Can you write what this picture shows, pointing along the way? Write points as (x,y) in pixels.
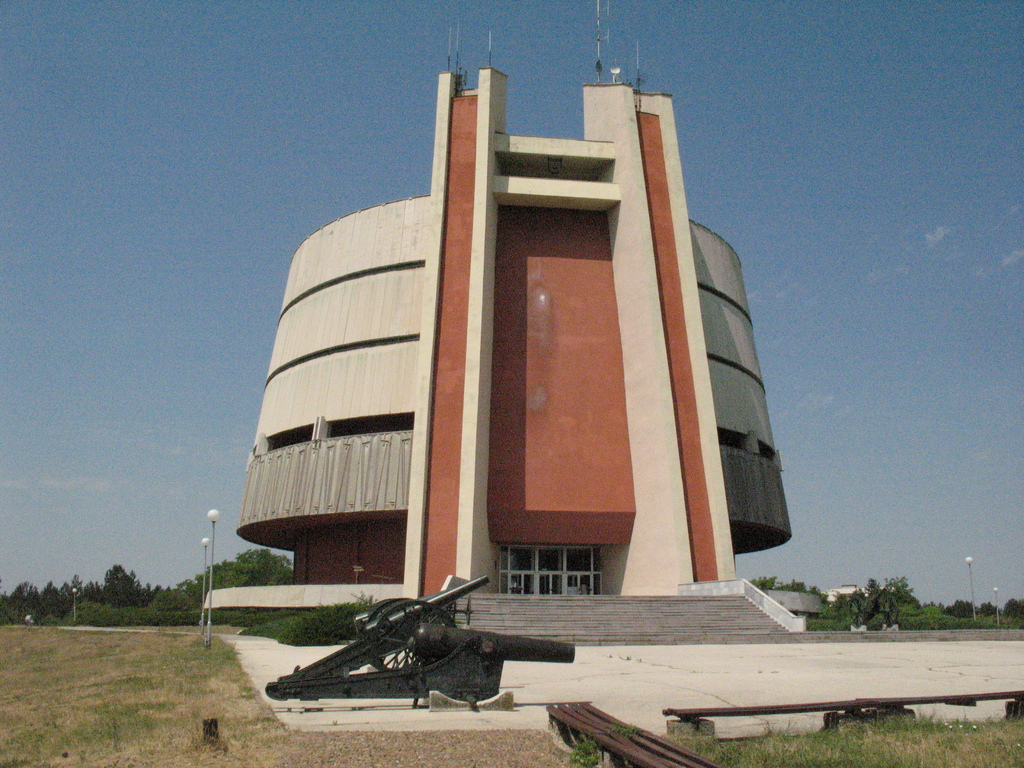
In this image we can see a building (516,557) with windows (515,571) and the staircase (581,620). We can also see the cannons (465,671) on the ground (456,720), benches (633,754), grass (201,720), plants (191,617), a group of trees (177,600), street poles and the sky (133,520).
